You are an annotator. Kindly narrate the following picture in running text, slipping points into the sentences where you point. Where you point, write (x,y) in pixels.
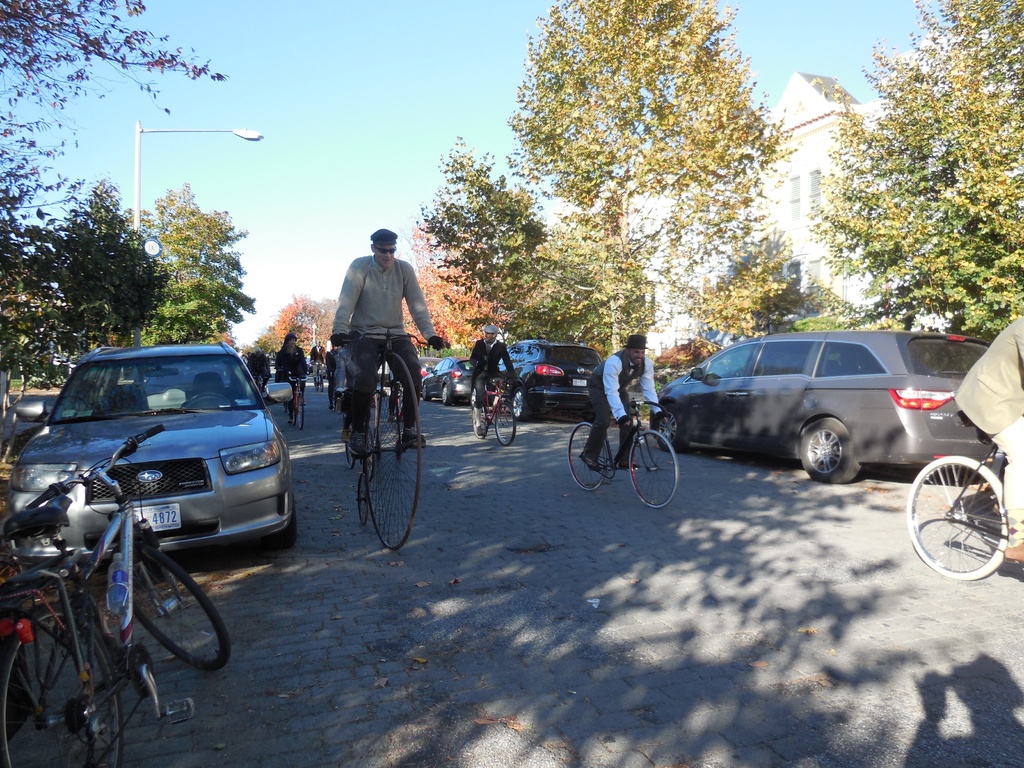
In this image in the center (349,394) there are persons (341,386) riding bicycles (317,382). On the left side (171,461) there is a bicycle (82,613) and there is a car (230,432). On the right side (880,261) there are cars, trees (612,243) and there is a building (791,217). On the left side (106,292) there are trees (120,271) and there is a light pole (141,160).
